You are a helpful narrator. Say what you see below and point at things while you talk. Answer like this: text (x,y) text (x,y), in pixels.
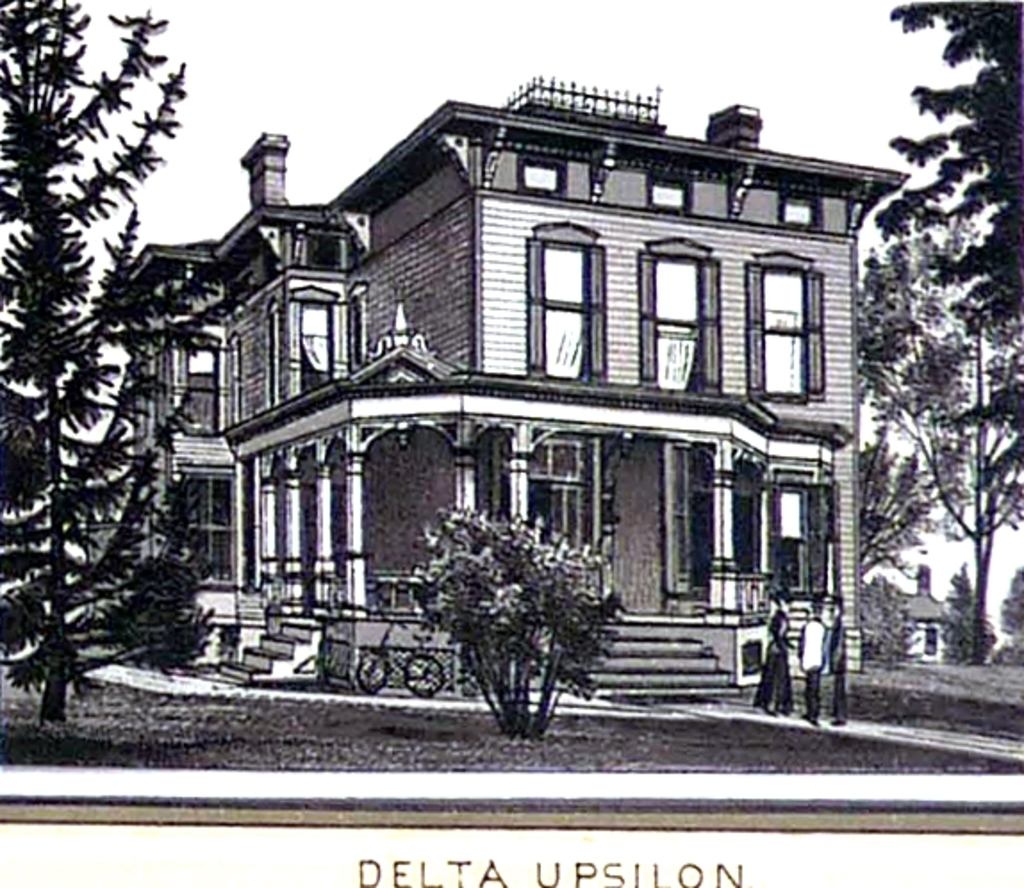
In this picture we can see a few people (781,632), trees (953,487), buildings (475,349), a bicycle (366,666) and a few things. We can see the sky (380,36). There is the text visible at the bottom of the picture (723,884).
